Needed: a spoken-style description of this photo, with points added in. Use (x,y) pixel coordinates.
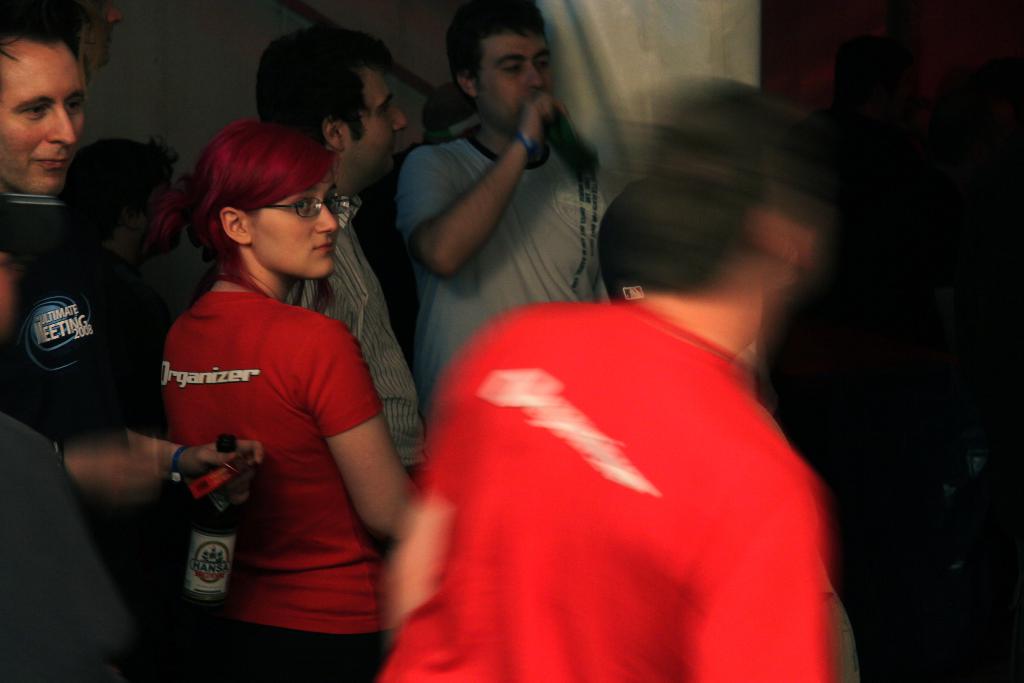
In the picture we can see some people (349,301) are standing, one man (435,180) is holding a bottle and drinking and one person (69,369) is holding a beer bottle (200,588).
